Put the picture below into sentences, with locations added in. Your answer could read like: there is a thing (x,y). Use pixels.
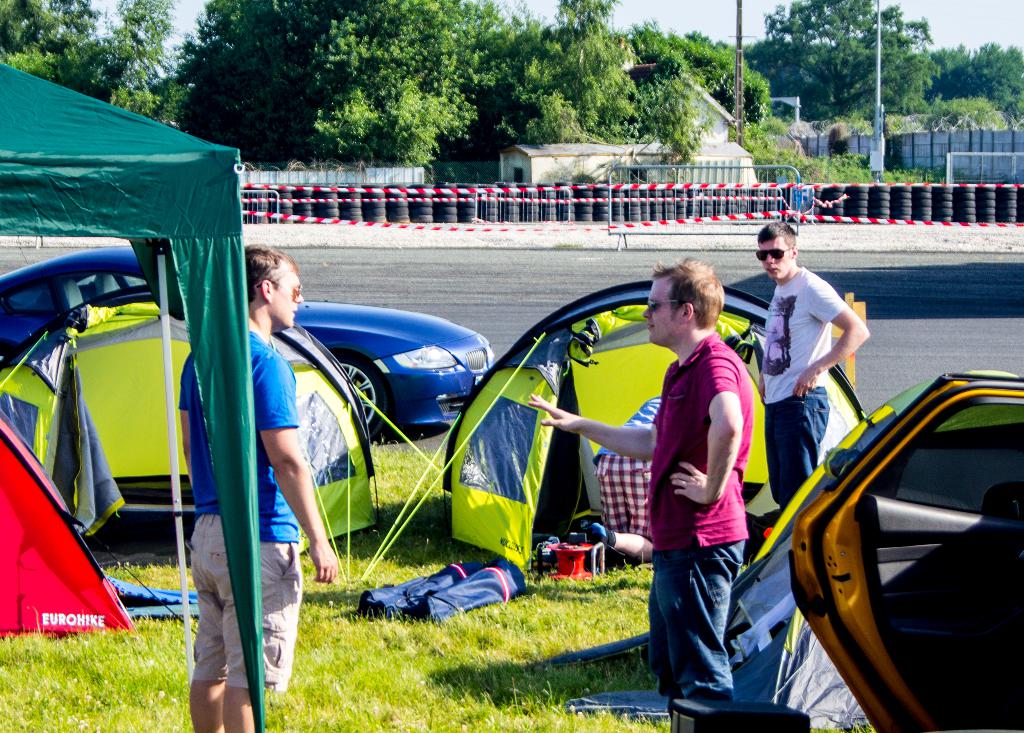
In this picture we can see three men (777,261) wore goggles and standing on the grass (319,678), tents (16,480), car (388,416) on the road (72,250), vehicle door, tyres (592,193), caution tapes (407,227), houses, poles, trees (356,87), wall (937,151) and some objects (874,166) and in the background (681,14) we can see the sky (724,23).
